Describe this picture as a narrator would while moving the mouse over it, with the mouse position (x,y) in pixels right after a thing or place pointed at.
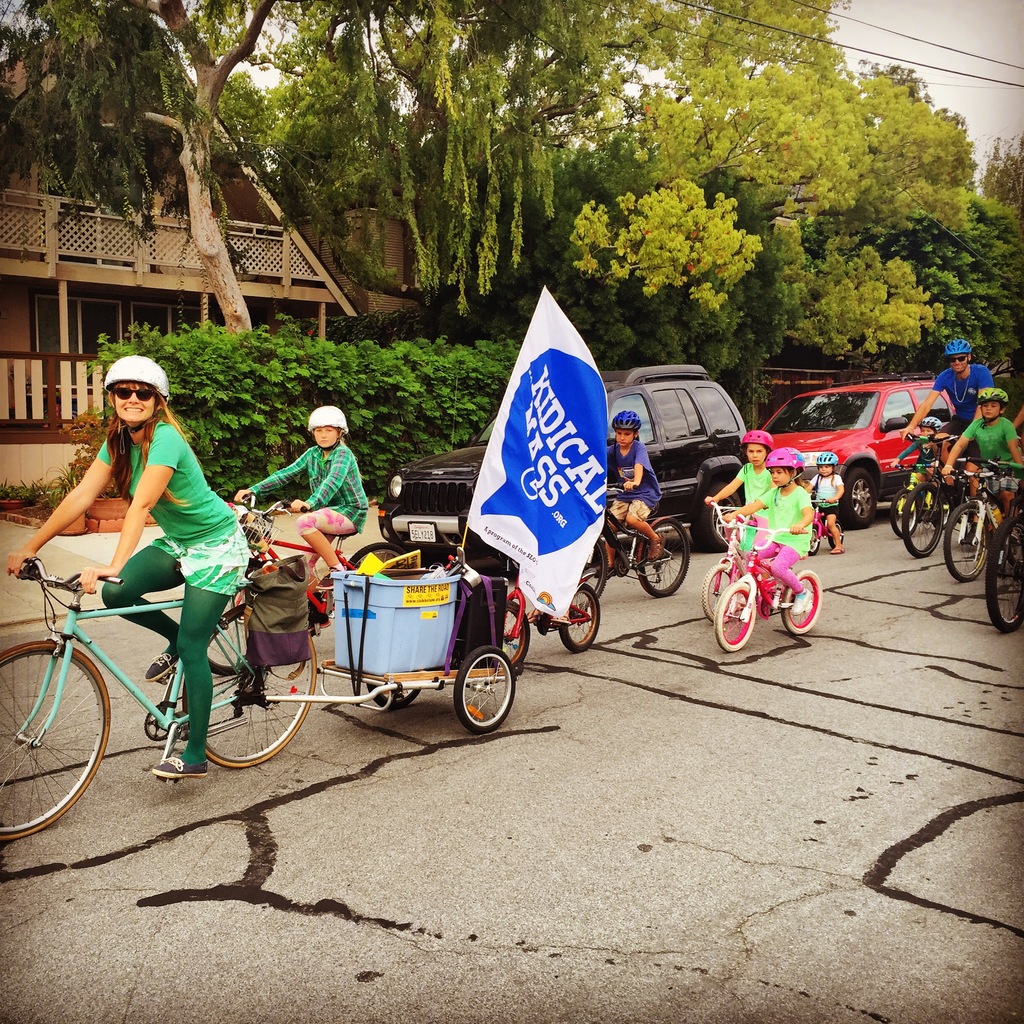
There is a woman (169,573) riding a bicycle (59,655) and wearing a helmet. Behind her there are some children (796,537) riding bicycles (1001,473) with a flag (552,457) in front of them. In the background (380,410) there are some plants (370,387), cars (636,387), trees (503,172) and buildings (157,246) here.
